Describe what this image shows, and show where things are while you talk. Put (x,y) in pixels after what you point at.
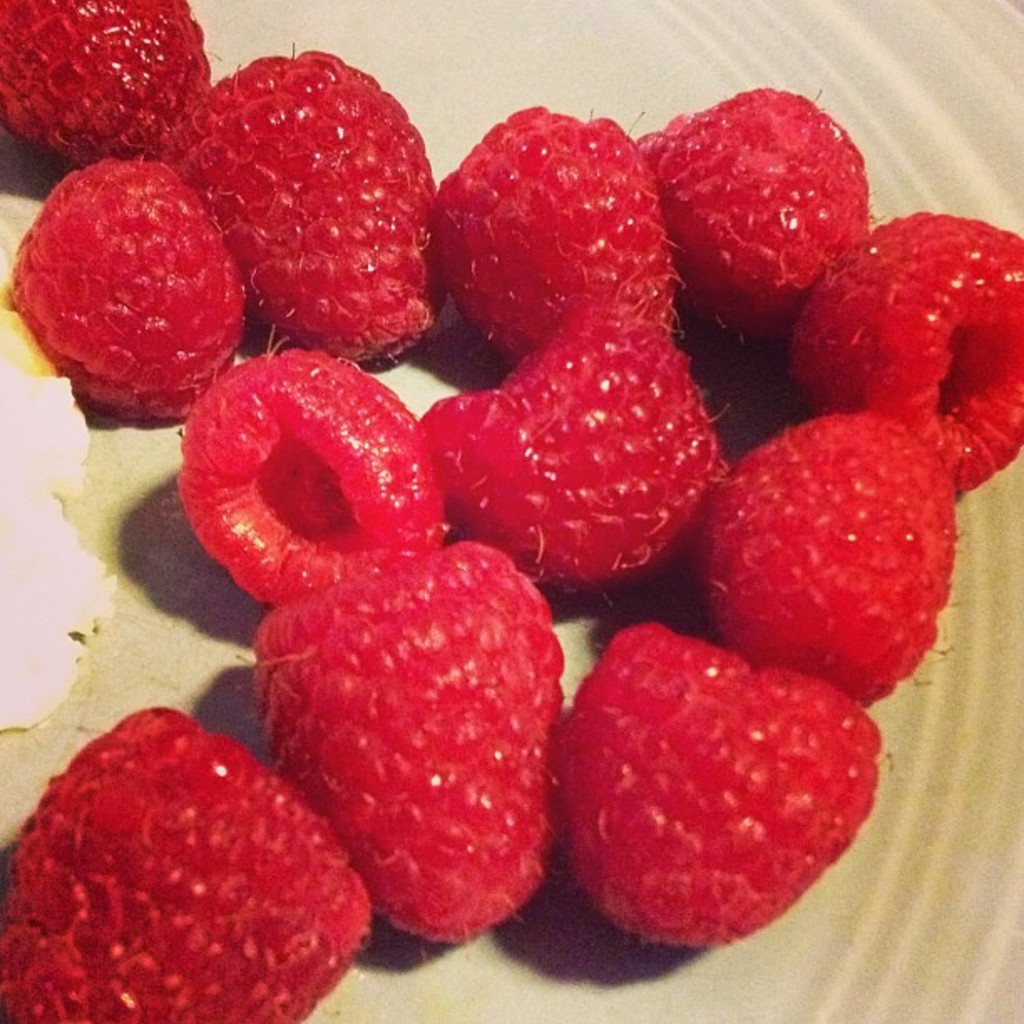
In this image we can see a plate (100,664) with raspberries (336,669) and some other food (45,510).
